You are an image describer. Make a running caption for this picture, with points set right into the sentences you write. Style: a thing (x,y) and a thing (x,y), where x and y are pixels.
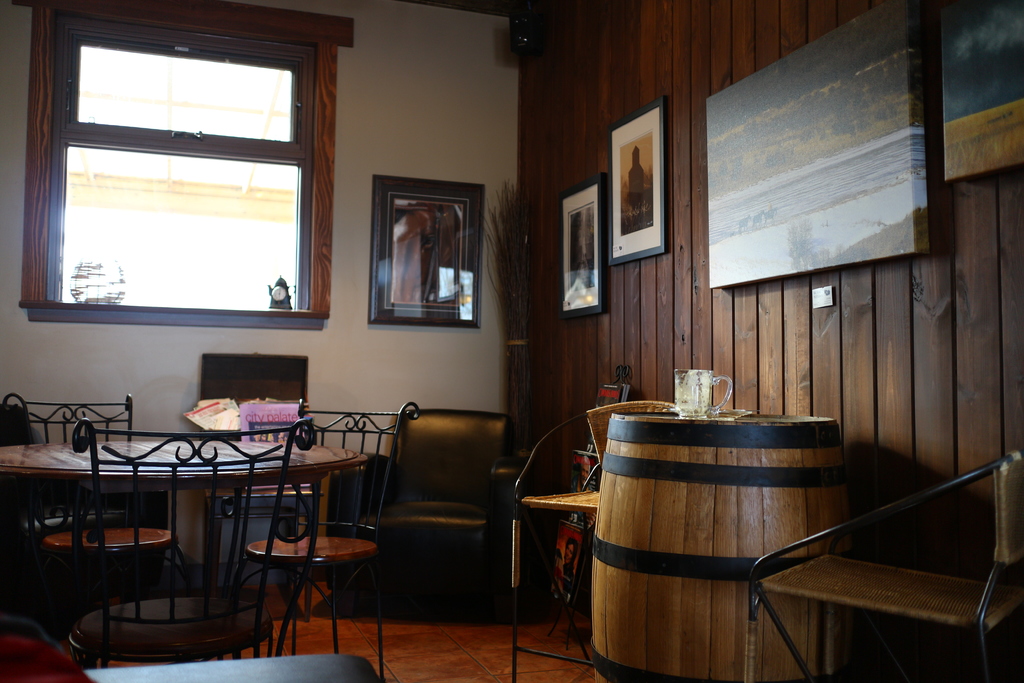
this shows an inner view of a room (825,323) we see a barrel (716,422) and a cup (708,381) and photo frames (752,264) on the wall (760,53) and we see few chairs (400,476).
